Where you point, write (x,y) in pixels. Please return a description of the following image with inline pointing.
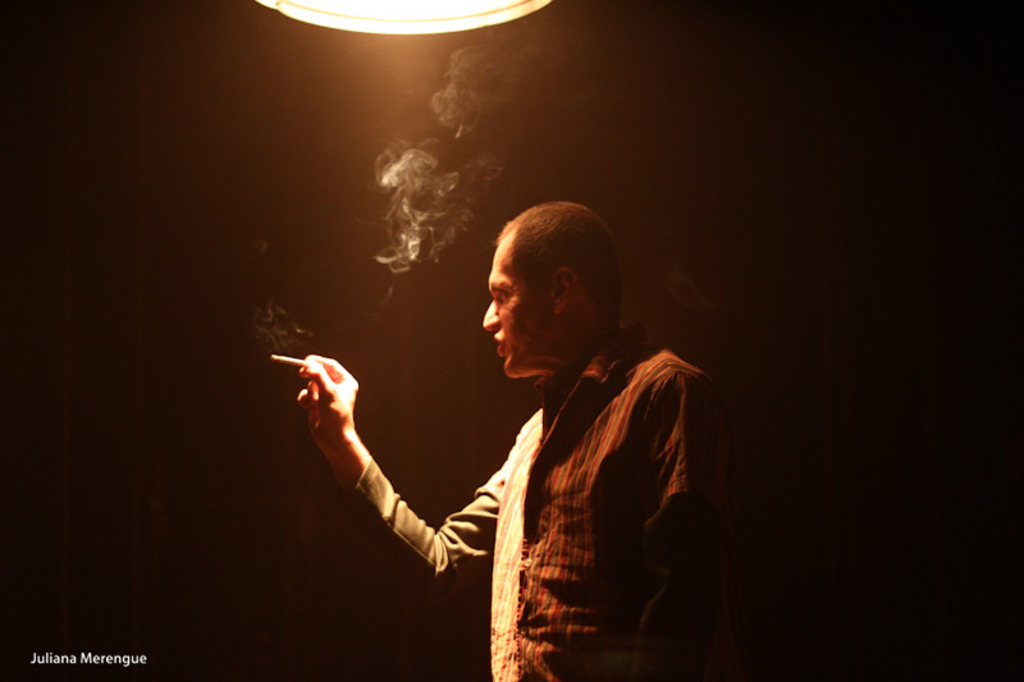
This is an image clicked in the dark. Here I can see a man (543,525) wearing shirt (549,510), holding a cigarette (284,359) in the hand (314,371) and looking towards the left side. On the top of the image (363,13) there is a light (428,23).
